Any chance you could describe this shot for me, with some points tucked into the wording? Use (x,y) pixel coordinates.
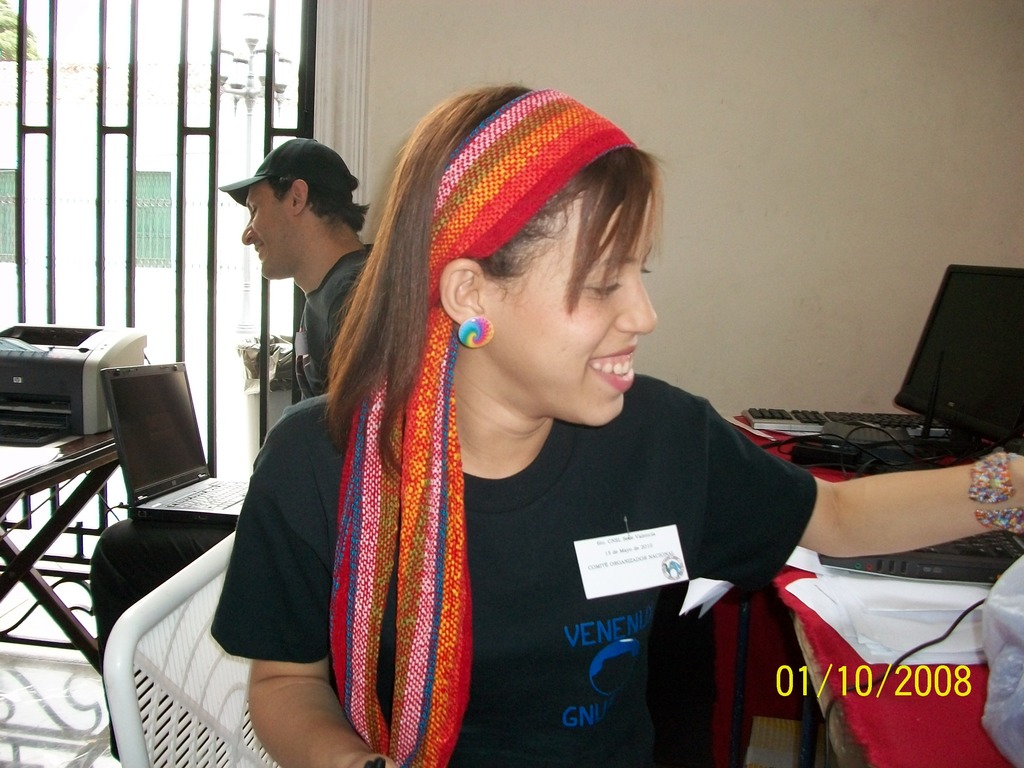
In this image I can see a person (575,717) smiling, wearing a headband (451,746) and a black t shirt (554,730). There are papers (925,589), monitor (955,367) and keyboards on a table (950,701), on the right (924,609). There is a printer (69,381) on a table (51,474), on the left (69,344). A person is sitting at the back (188,501) and operating a laptop (190,468). There is a window (157,51) at the back (154,26).
